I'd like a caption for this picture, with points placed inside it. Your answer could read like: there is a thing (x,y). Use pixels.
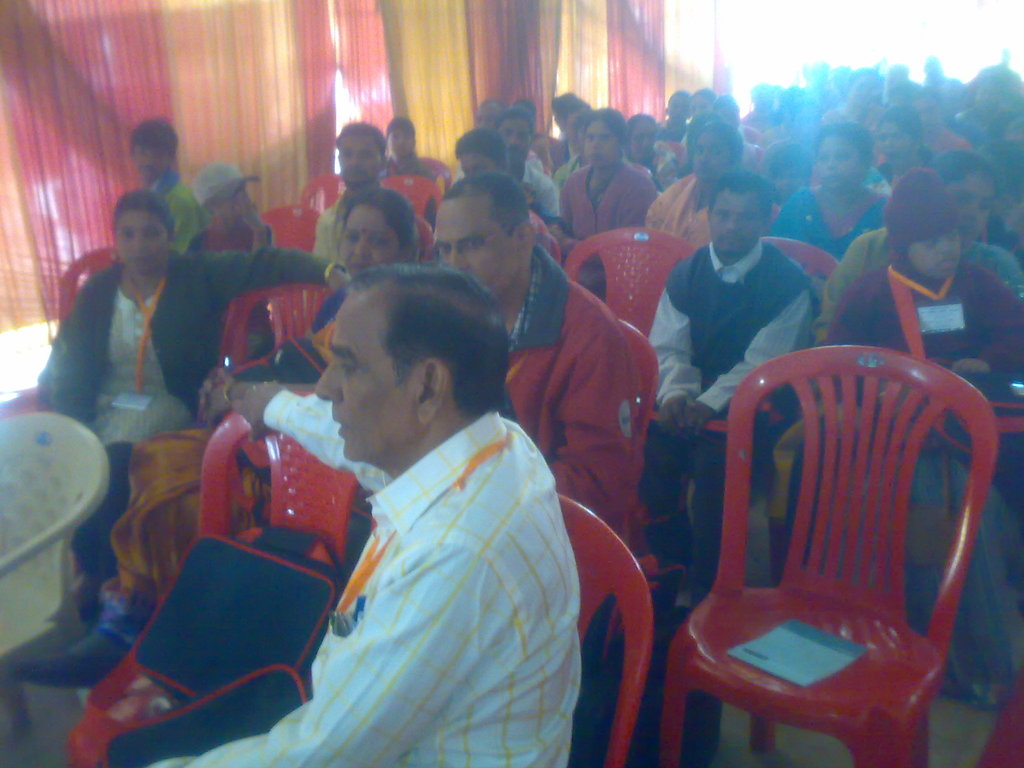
There are some group of people (369,252) sitting here in the chairs (734,445). Some of the chairs (863,617) are empty and there are some men (374,341) and women (136,410) in this group (558,205).
